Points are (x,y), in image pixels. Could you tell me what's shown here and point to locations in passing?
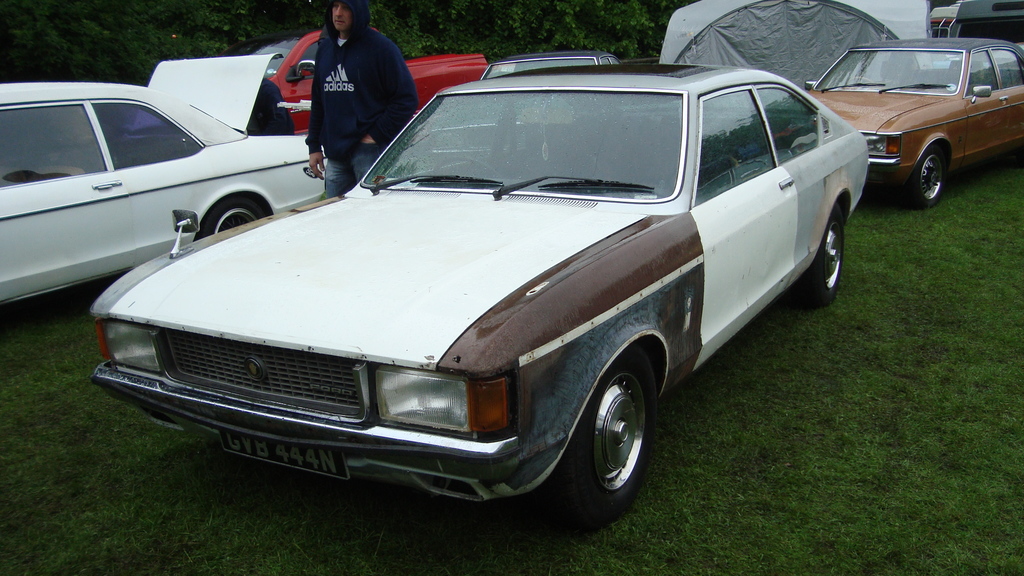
In this image I can see an open grass ground (306,502) and on it I can see number of vehicles (555,193). I can also see one man (340,52) is standing in the centre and I can see he is wearing a hoodie (359,90) and jeans (338,193). In the background (93,32) I can see number of trees (64,33).
